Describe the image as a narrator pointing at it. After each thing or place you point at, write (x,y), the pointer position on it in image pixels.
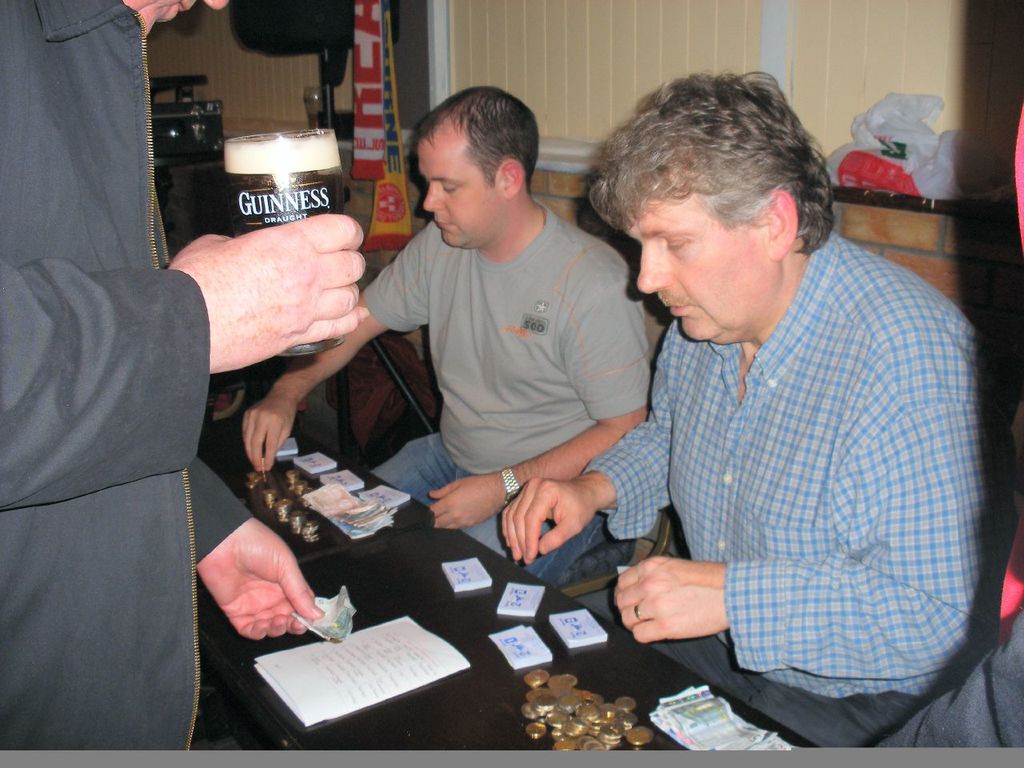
In this image two persons (702,417) are sitting. Before them there is a table (407,532) having few cards (499,637), coins (550,685), papers (304,672) are on it. Left side (22,698) there is a person (202,319) holding a glass (314,210) with one hand (330,237). Money (334,616) with other hand (271,634). The glass (274,153) is filled with drink (293,157). Right side (970,181) there are few covers (861,132) kept near the window (790,71) which is covered with curtain (748,49).
